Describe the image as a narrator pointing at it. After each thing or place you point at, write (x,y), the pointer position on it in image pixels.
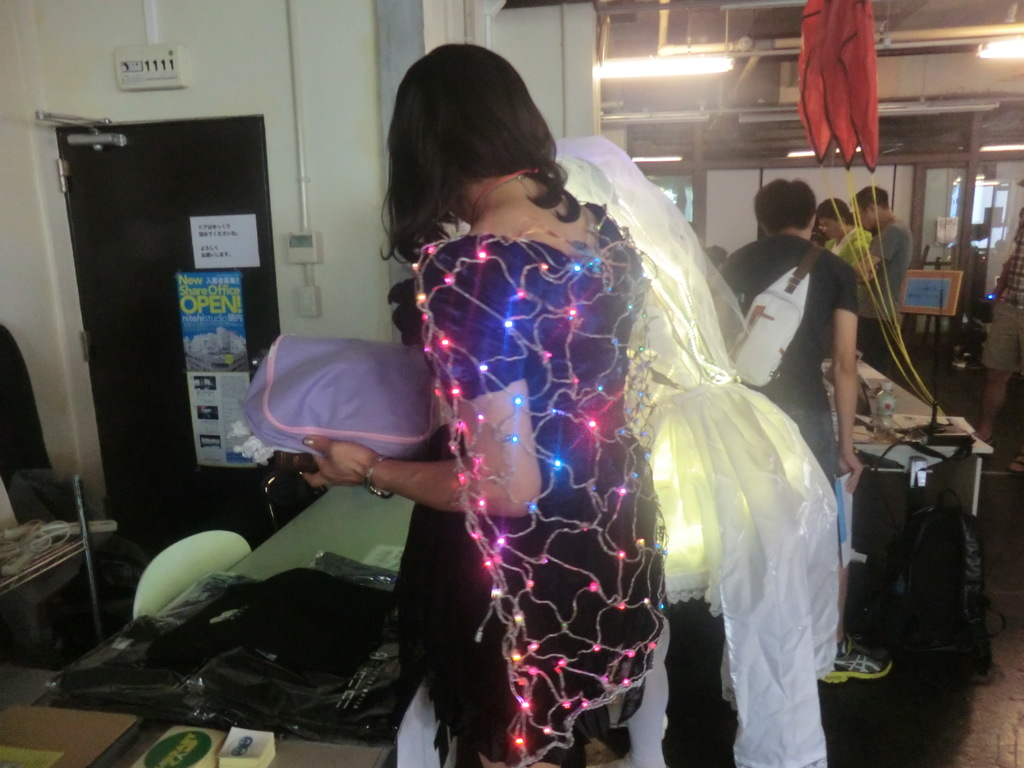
In front of the image there are two people (464,141) wearing lights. In front of them there is a table (364,542). On top of it there are some objects (207,608). There is a chair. On the left side of the image (148,527) there are posters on the door (142,352). At the bottom of the image (117,649) there is a bag (985,613) and some other objects (76,480) on the floor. There are people (802,389) standing on the floor (1021,766). In front of them there is a table (901,458). On top of it there are some objects (912,431). In the background of the image (1012,189) there are glass windows (981,214). On top of the image (877,97) there are lights (949,107) and there is some object (817,114) hanging.
